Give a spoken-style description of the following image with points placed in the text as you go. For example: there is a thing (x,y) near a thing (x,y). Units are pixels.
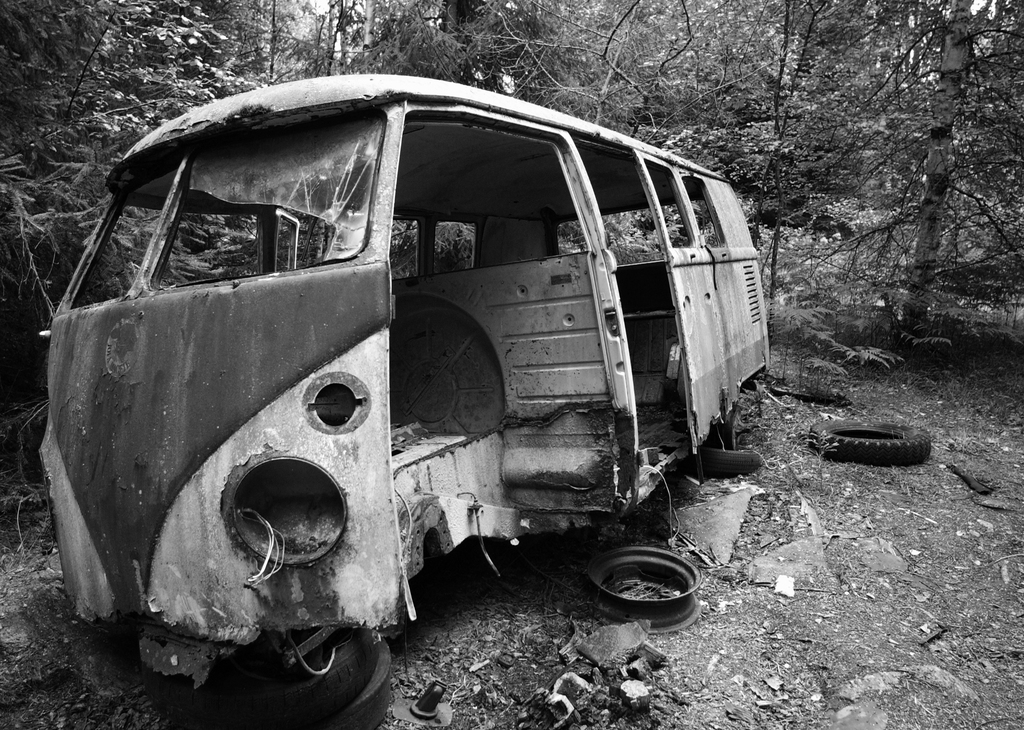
It is the black and white image in which we can see the vehicle (548,386) which is in destroyed condition. In the background (616,61) there are trees (698,104). At the bottom (762,622) there is a ground (786,623) on which there are tyres (859,463) and some metals (734,525) which are related to the vehicle (430,286).
